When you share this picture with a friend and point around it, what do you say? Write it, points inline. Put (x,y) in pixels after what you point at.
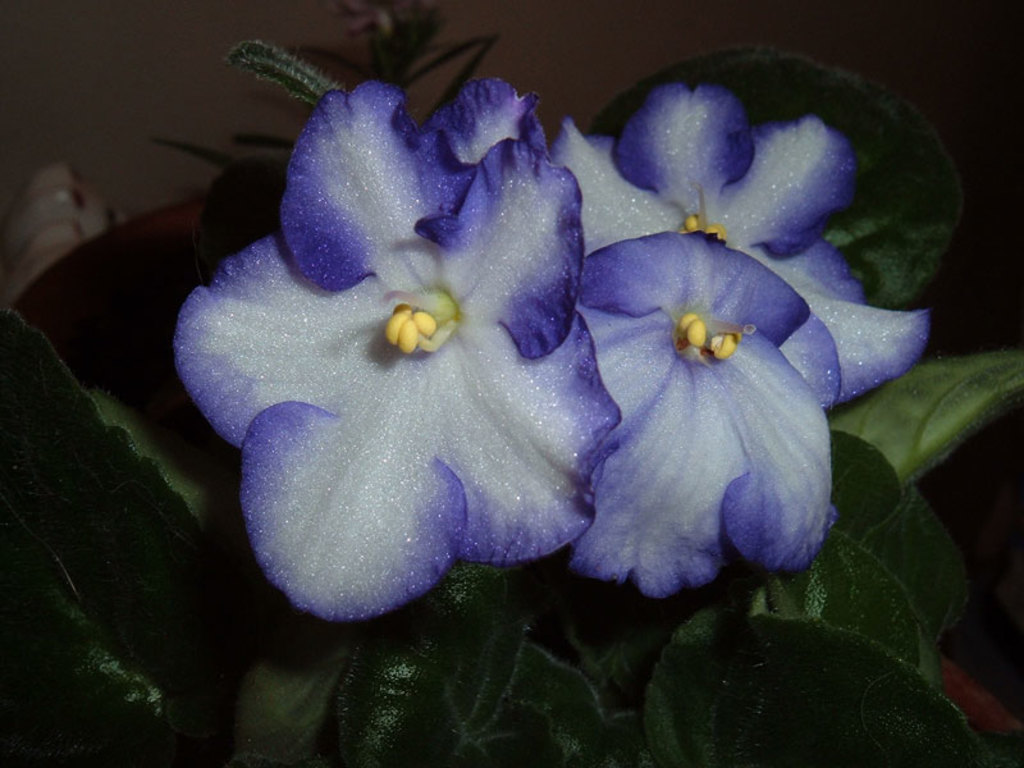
In this image there is a plant (525,452) with bluish white color flowers (534,390).
